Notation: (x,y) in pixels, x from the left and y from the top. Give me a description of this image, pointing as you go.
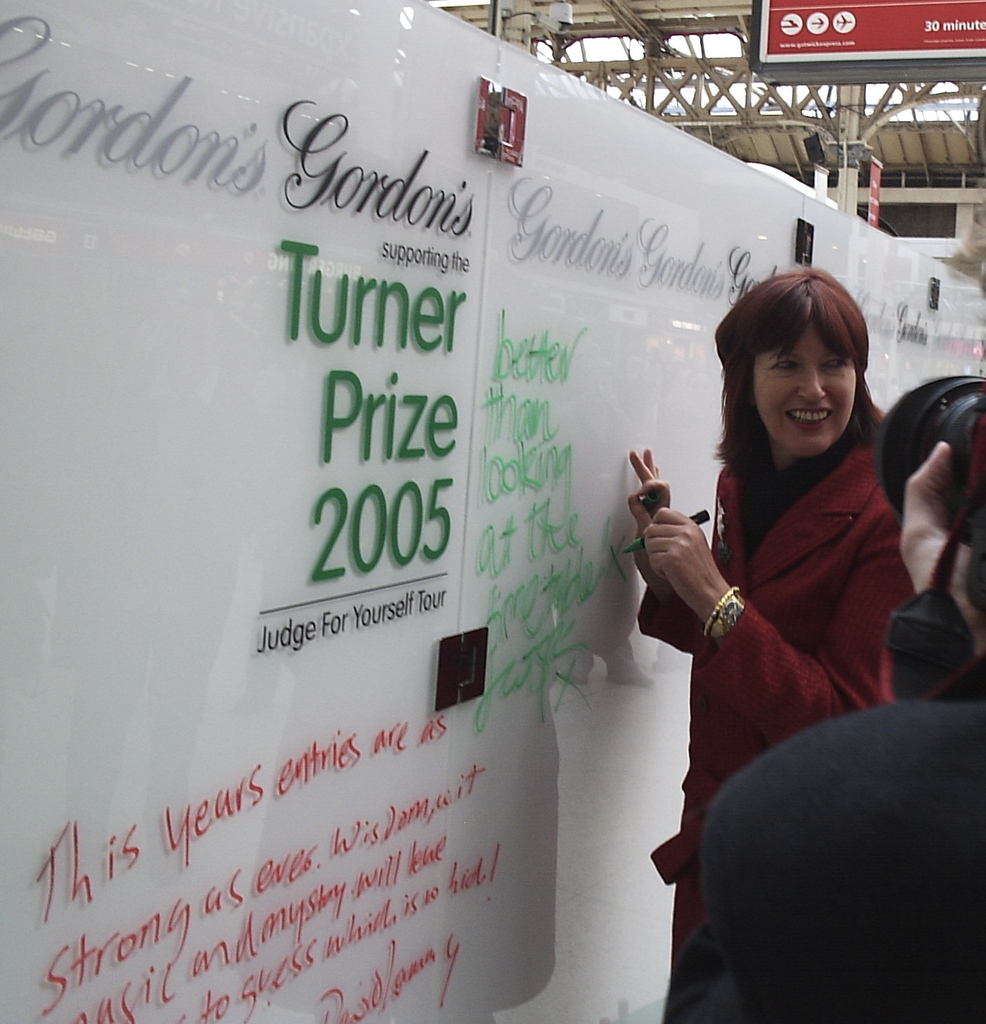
In this picture we can see the hand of a person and a camera (947,440) on the right side (907,463). We can see a woman (753,543) holding a marker pen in her hand (671,570) and smiling. There is some text (416,198), numbers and a few things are visible on a white object (469,402). We can see a few rods (699,95), some text (953,24), numbers (929,26) and images (790,22) of the planes (838,24) on a red board (761,26).
